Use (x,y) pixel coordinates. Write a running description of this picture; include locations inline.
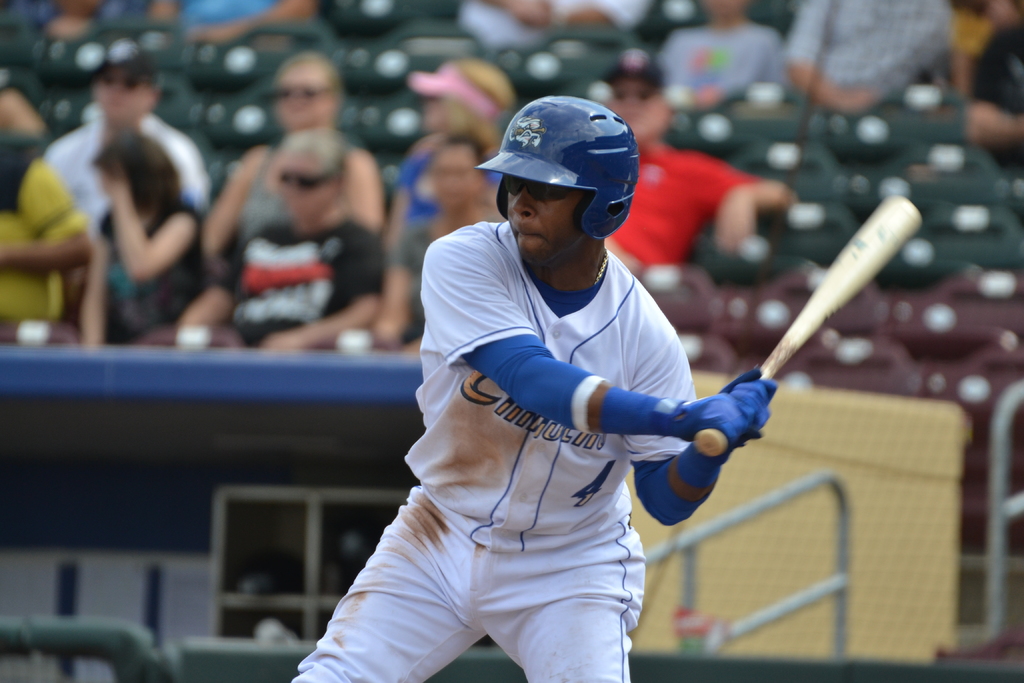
In this image, there is an outside view. In the foreground (606,476), there is a person (661,475) wearing clothes (567,448) and holding a bat (847,287) with his hands (743,433). In the background (9,231), there are some persons (673,174) wearing clothes (683,166) and sitting on chairs (675,271).
